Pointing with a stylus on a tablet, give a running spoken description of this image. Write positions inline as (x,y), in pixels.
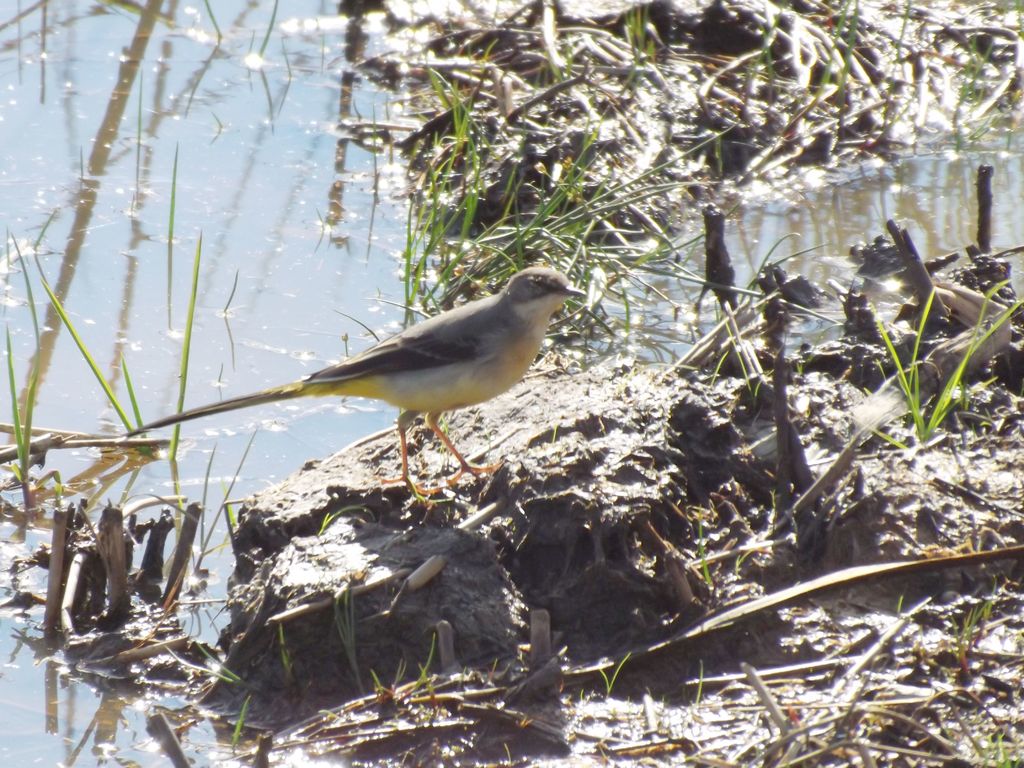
In this image, I can see a bird (398,389) standing on a rock (590,591). This is the grass (586,246). I can see the water (301,250).
